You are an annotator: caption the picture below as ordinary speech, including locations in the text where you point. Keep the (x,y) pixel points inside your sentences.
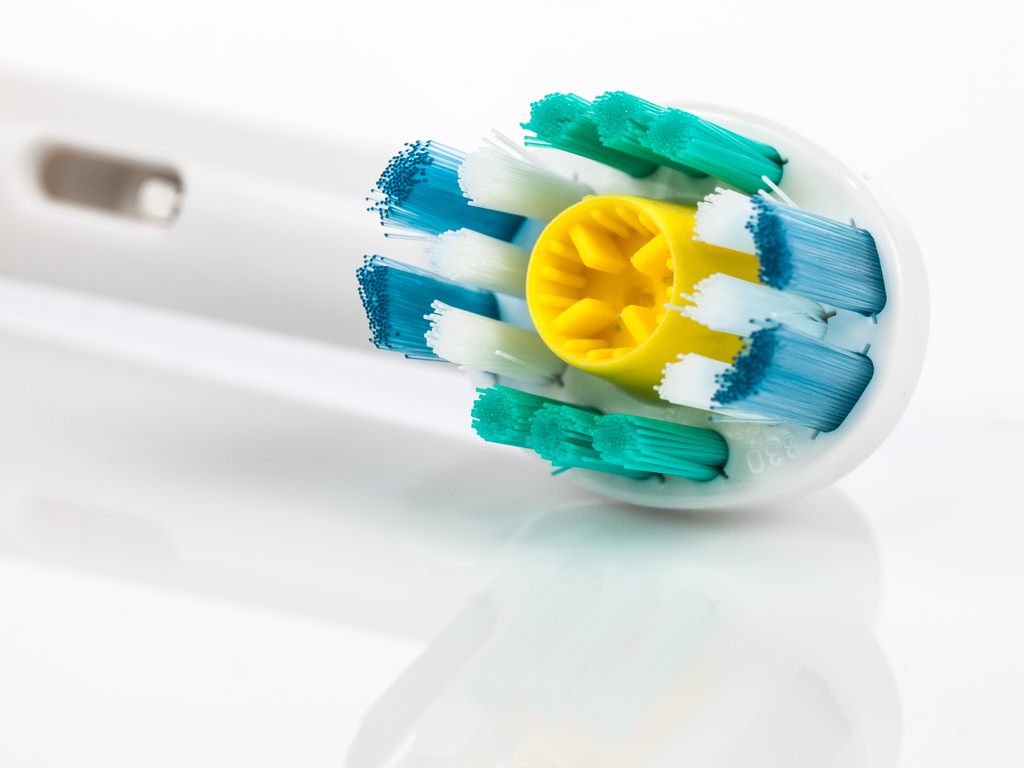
In this image there is a brush (589,198) with a handle (283,306).
